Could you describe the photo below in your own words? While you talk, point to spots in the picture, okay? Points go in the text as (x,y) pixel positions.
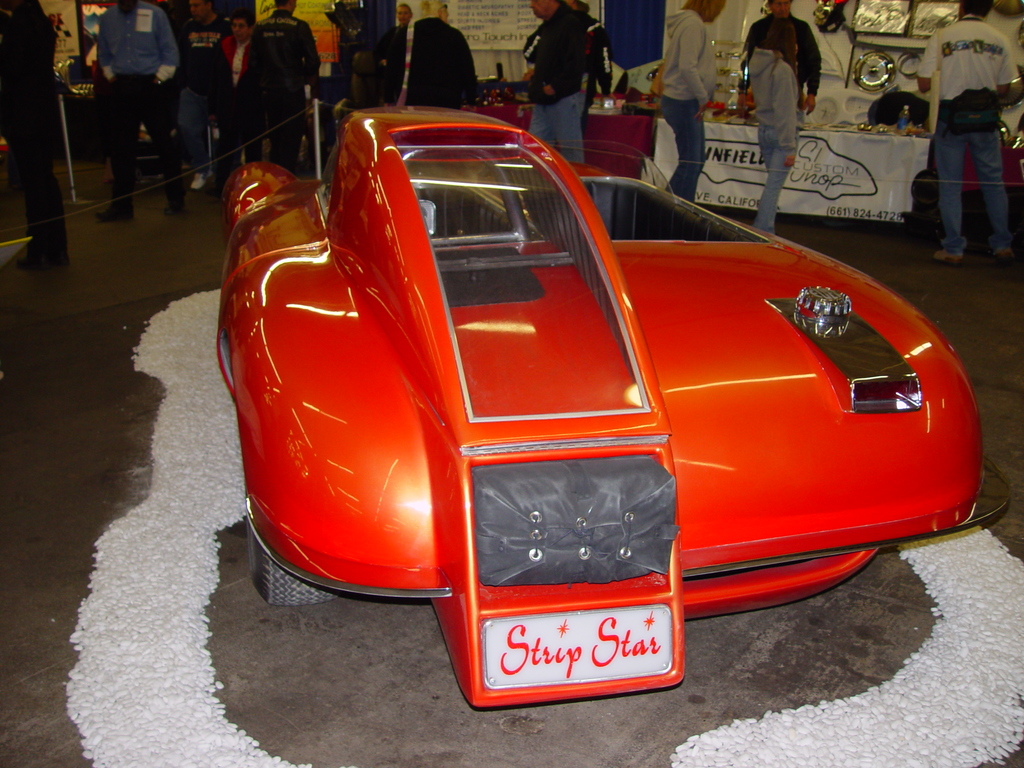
In the center of the image (479,261), we can see a vehicle (391,503) on the floor (480,716) and in the background (208,81), there are people (268,43) and we can see banners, frames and we can see some other objects (843,57) and there are tables (803,137), poles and we can see a fence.
